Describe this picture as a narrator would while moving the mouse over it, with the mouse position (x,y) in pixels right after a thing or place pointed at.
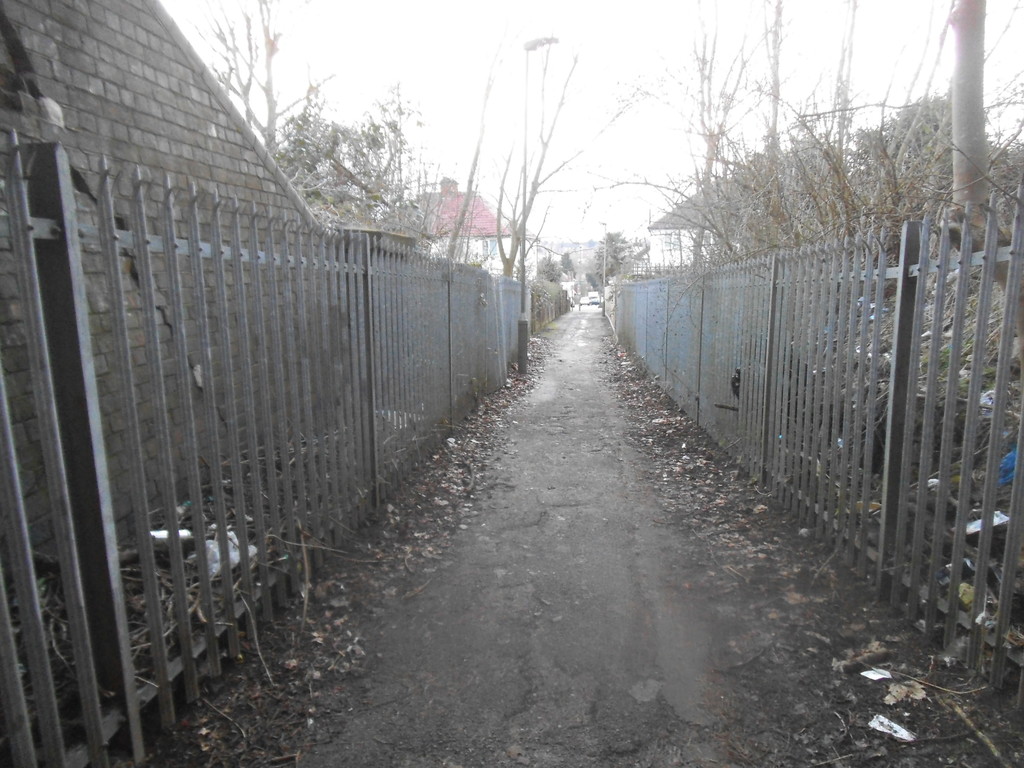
In this image we can see metal fencing (505,365), plants (382,194), pole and sky (662,118).
